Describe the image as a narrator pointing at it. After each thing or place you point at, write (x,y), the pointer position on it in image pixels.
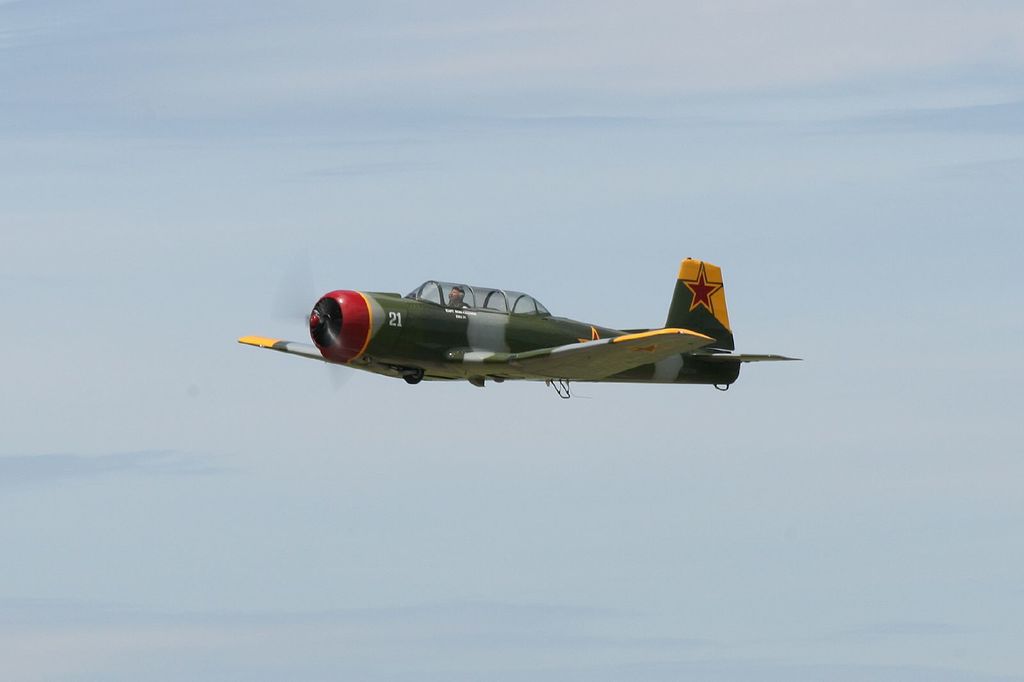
In this picture, we see an aircraft (441,338) flying in the sky (587,405). It is in yellow, green and red color. Here, we see the man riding the aircraft (468,309). In the background (515,391), we see the sky (509,391).
